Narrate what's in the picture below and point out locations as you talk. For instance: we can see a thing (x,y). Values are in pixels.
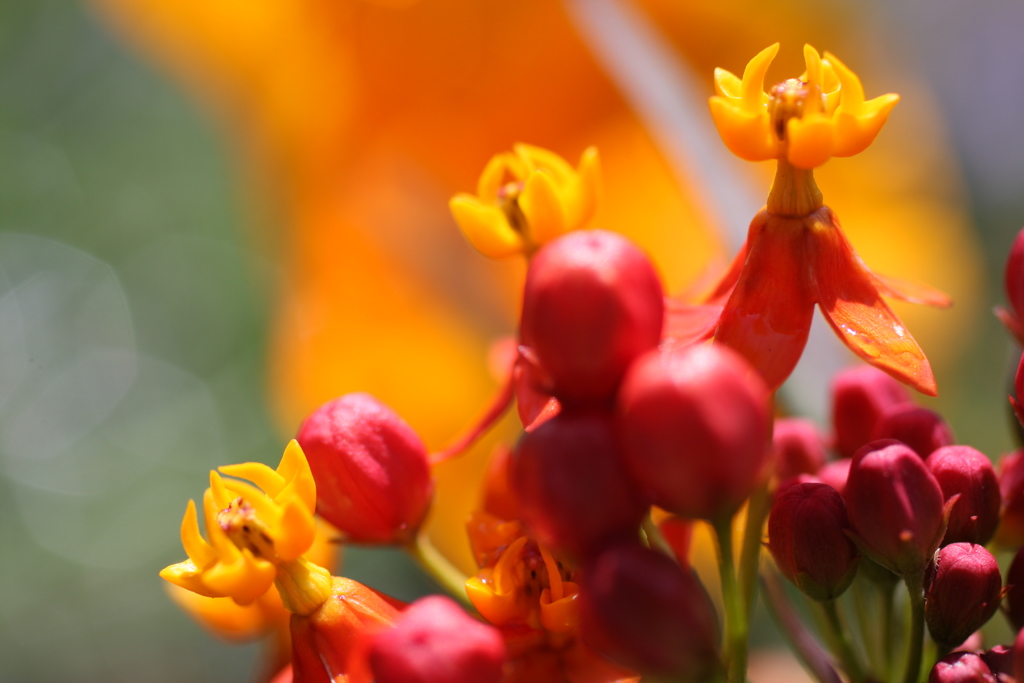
This picture seems be of outside. On the right (847,553) there is a plant (846,523) and we can see the flowers (761,114) and buds (871,535) of the plant (642,616). The background (272,57) is orange in color and on the left (77,214) we can see the green color background (142,186).
